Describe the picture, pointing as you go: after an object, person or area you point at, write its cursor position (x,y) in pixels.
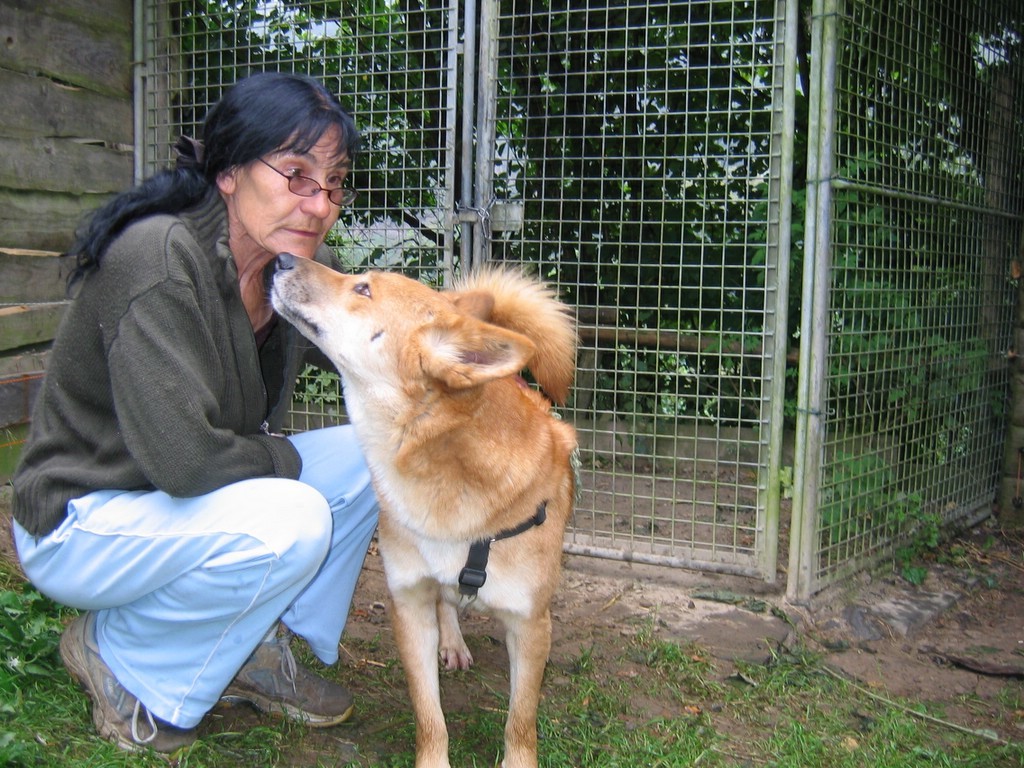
In this image there is a dog (459,624) and a woman (206,574) squatting on a grassland (626,730), in the background (714,349) there is fencing (790,142) and trees (685,60).
